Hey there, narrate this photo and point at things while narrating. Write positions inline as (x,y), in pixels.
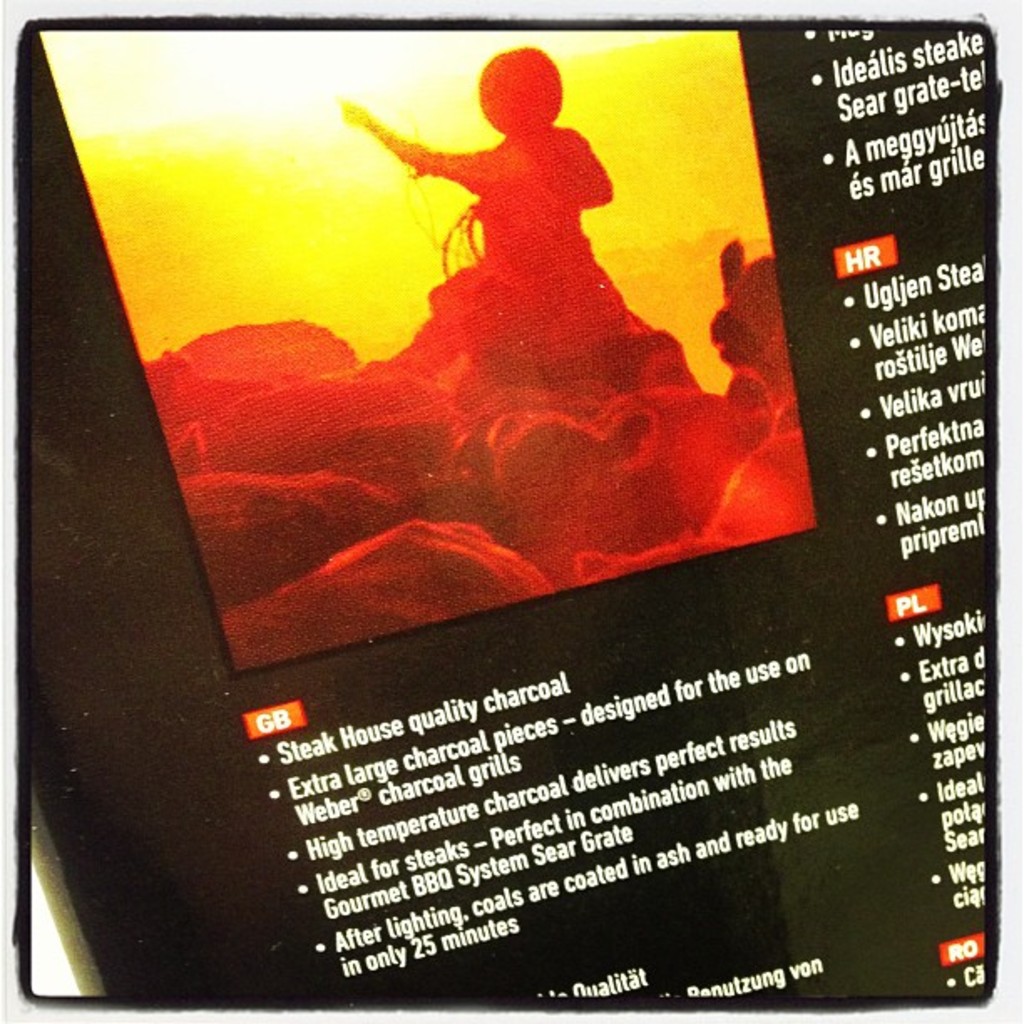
This is a edited image with a border (651,18), as we can see there is a painting (497,312) at the top of this image (435,277) and there is some text (606,721) at the bottom of this image (688,823) and on the right side of this image (873,513) as well.
